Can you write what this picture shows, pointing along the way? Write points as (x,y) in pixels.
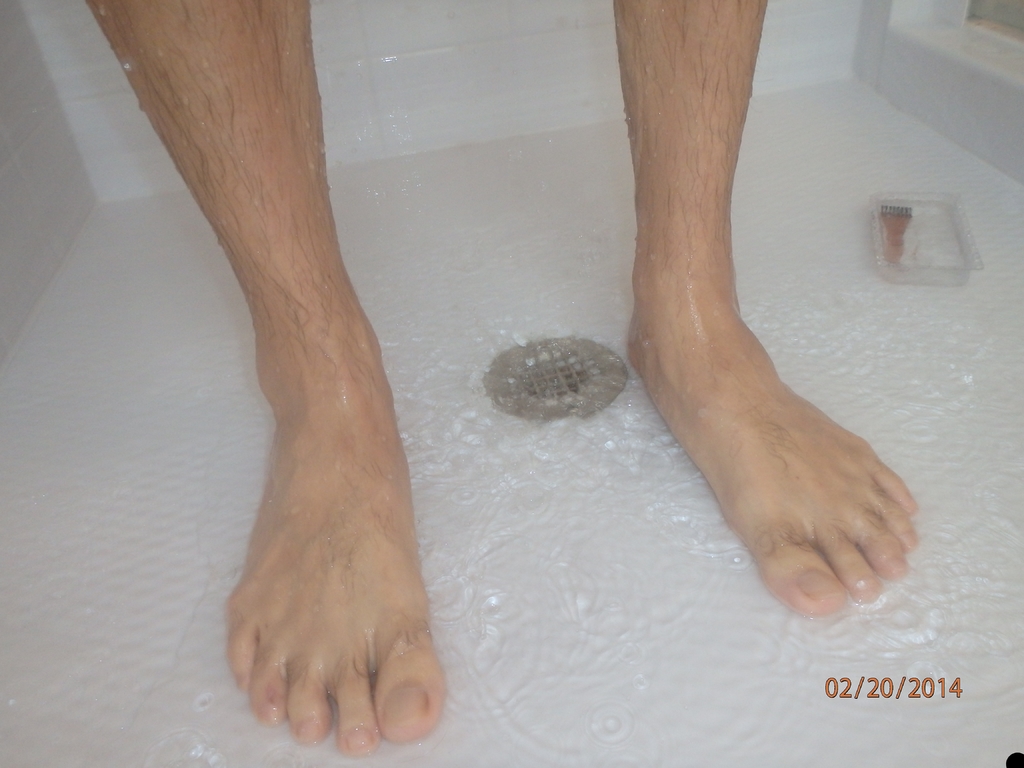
In this image I can see white colour floor (825,278) and on it I can see two legs (138,11) of a person (699,357). I can also see a floor drain (576,363) between the legs (297,404). I can also see water (582,510) and a plastic box (950,238) on the floor (980,205), In the box (914,230) I can see an object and on the bottom right side of this image (846,700) I can see a watermark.
